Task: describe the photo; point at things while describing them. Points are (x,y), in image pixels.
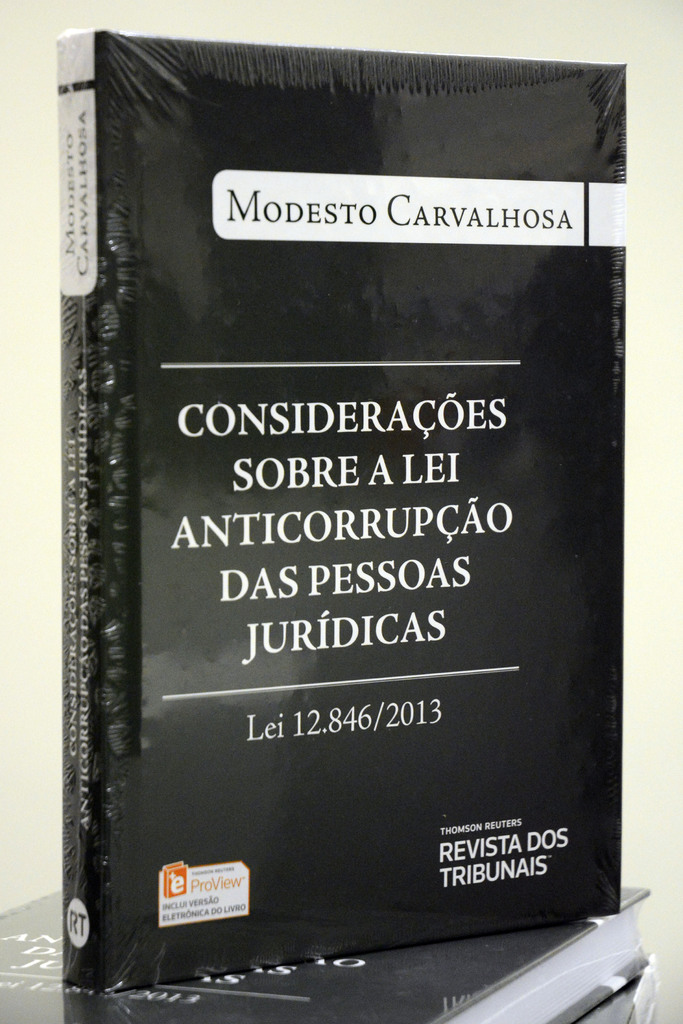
In the given image i can see a books (353,646) and a text (339,443) written on it.
